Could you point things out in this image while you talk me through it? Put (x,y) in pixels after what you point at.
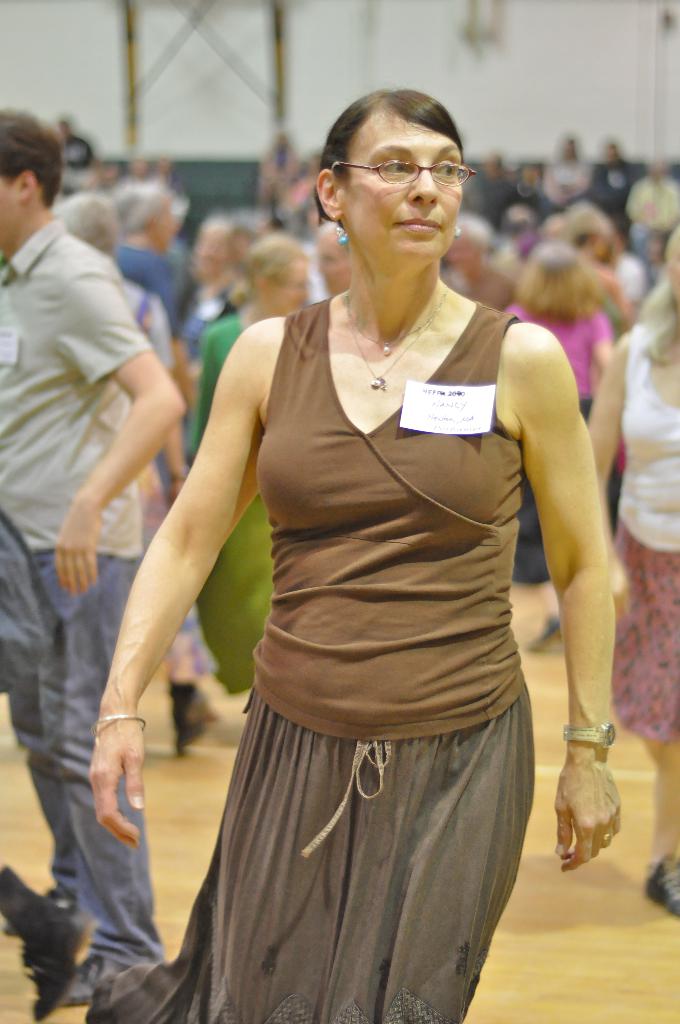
In the picture we can see a woman (453,850) standing on the wooden floor (642,1009) and she is in a brown top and looking a side and behind her we can see many people (33,479) are standing and in the background (296,60) we can see a wall (317,83) which is white in color.
